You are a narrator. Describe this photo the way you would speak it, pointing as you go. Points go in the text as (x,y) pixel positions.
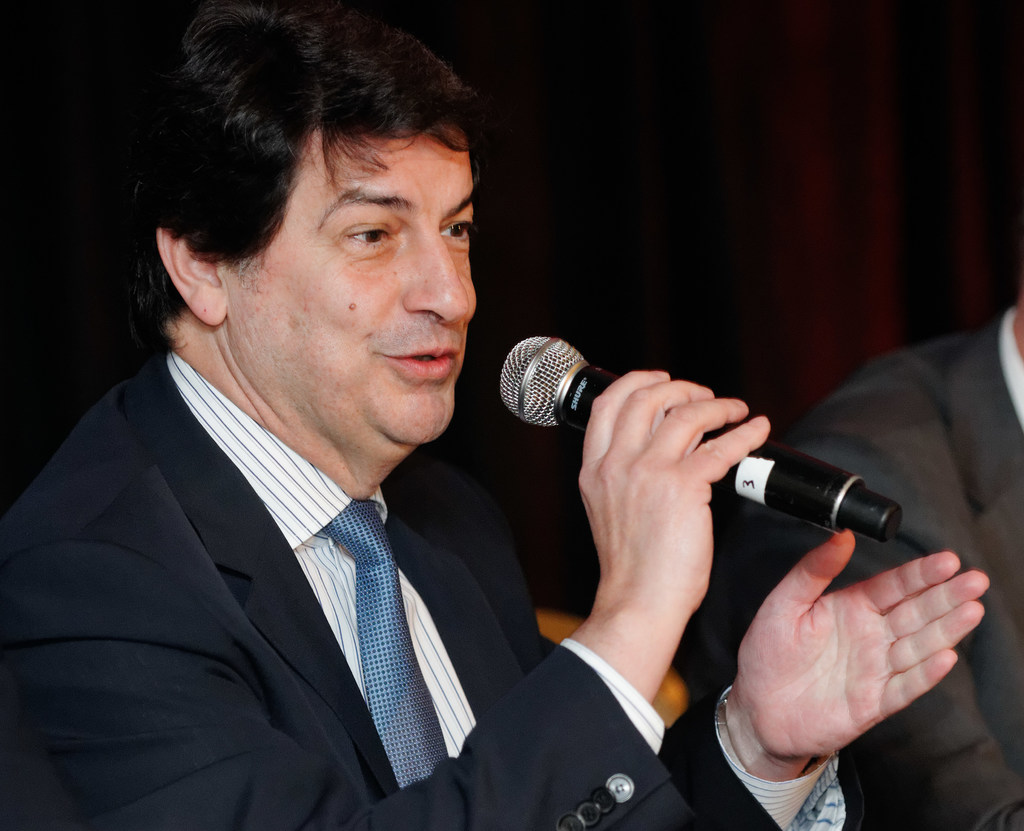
This person (352,204) is holding a mic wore black suit (135,708) and tie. Beside this person (513,572) there is an another person (916,499) in a black suit (997,581).
